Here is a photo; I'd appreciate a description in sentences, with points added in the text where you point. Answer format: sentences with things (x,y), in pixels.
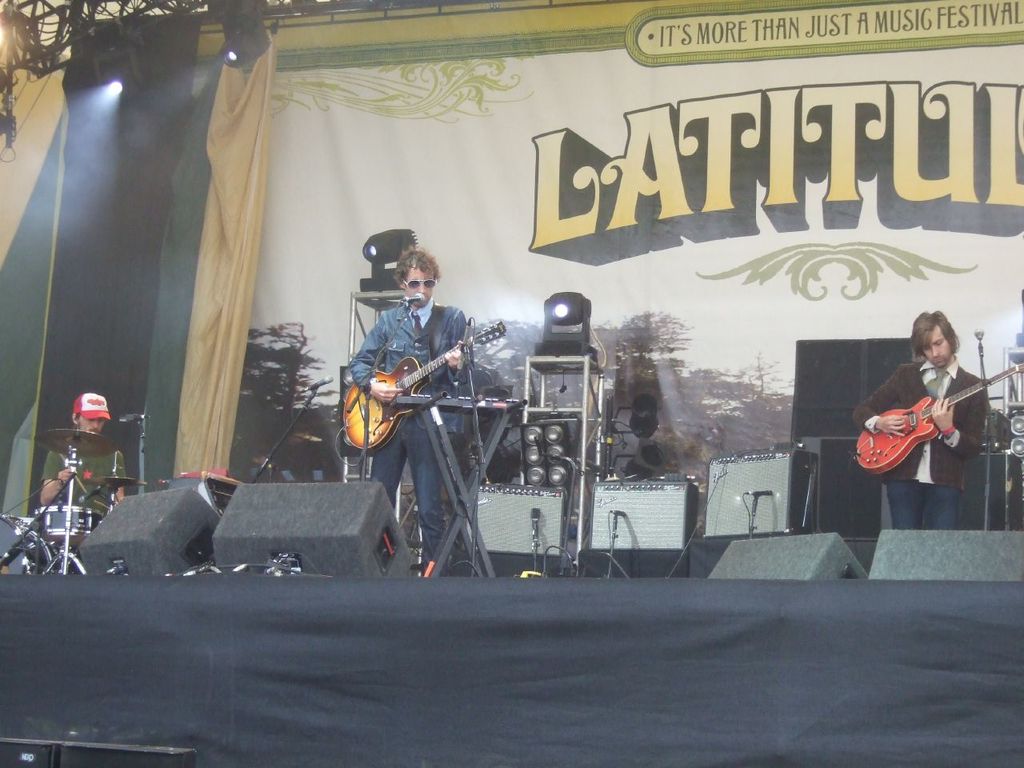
In this picture there are people (435,538) standing and one person (85,408) sitting in front of drum set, people (432,468) who are standing are playing the guitar (361,423) and have a microphone (330,379) in front of them.
